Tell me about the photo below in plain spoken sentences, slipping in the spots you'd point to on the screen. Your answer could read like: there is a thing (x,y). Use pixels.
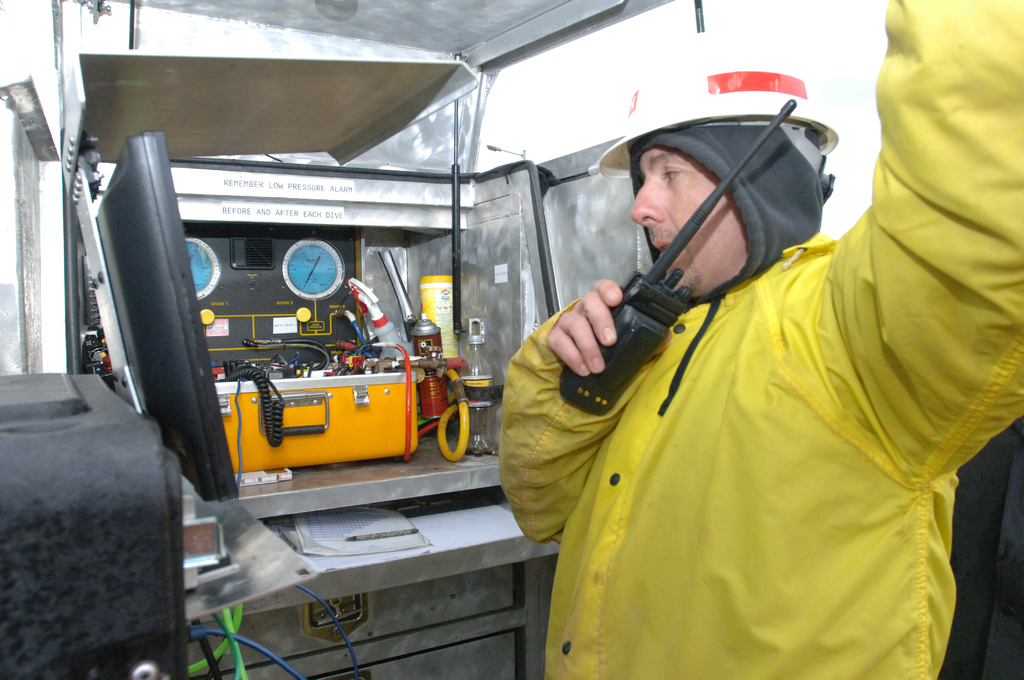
In this image we can see a man (841,346) standing and wearing a helmet (710,113). He is holding a walkie talkie (620,317) in his hand (578,308). In the background (378,212) we can see an equipment (380,443).
